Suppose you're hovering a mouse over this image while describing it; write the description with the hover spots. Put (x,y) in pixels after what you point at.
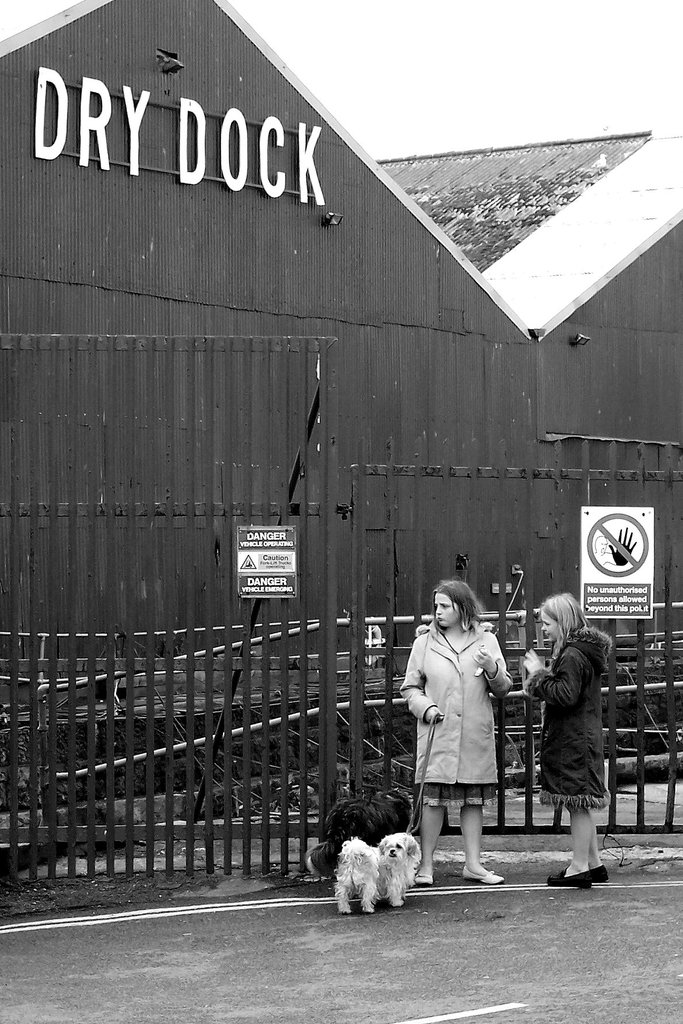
A girl (476,632) is standing holding two puppies (395,832) and a woman (544,702) beside her is talking.
